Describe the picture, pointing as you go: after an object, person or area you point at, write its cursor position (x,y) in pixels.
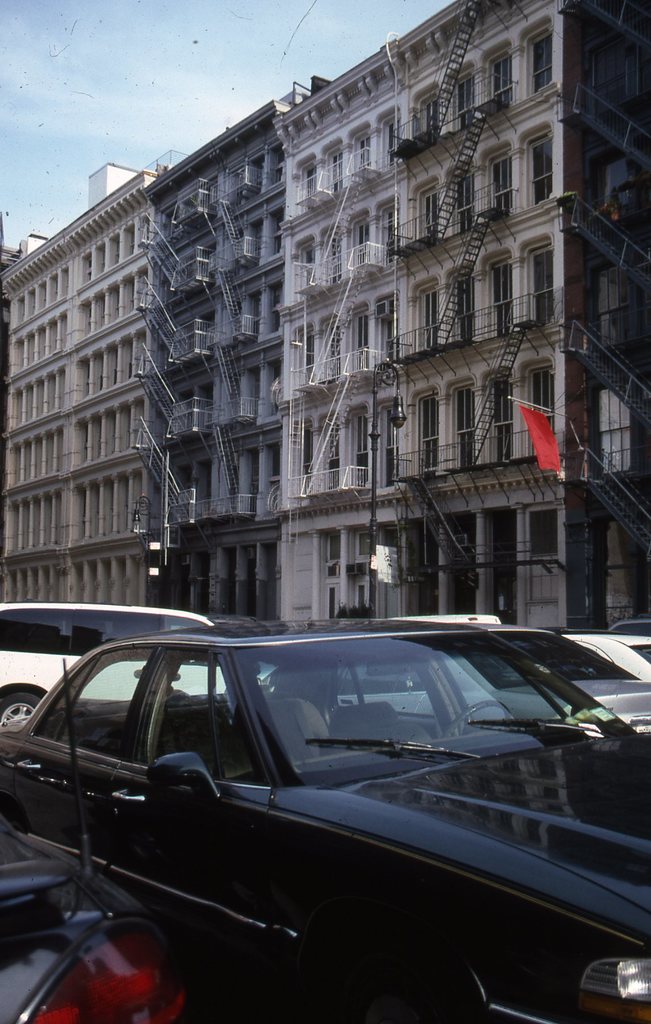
In this picture we can see vehicles (389,768) in the front (300,733), in the background (14,414) there are buildings (234,410), we can see stairs (418,482) and railing (245,409) of this building (432,417), there is the sky (121,112) at the top of the picture (123,104).
